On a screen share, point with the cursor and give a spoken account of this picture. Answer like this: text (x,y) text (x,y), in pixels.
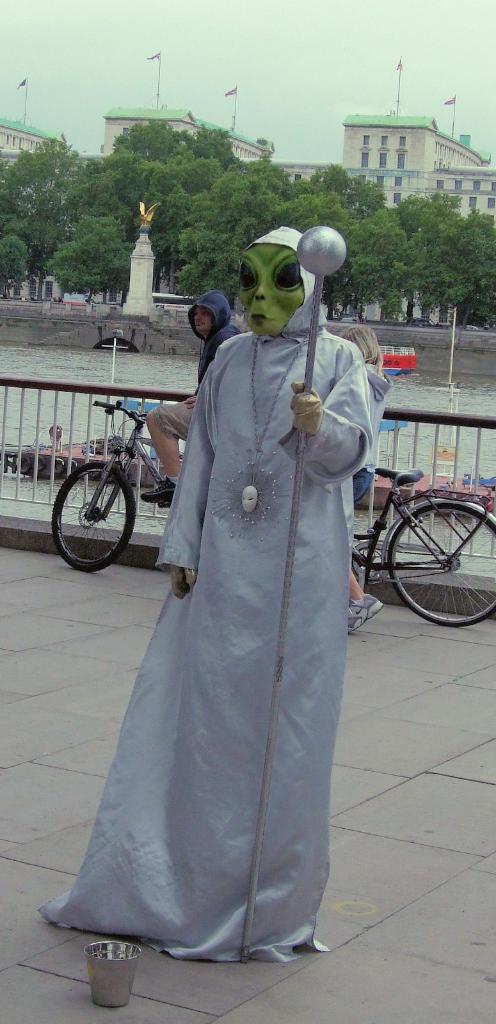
In this picture we can see few people (306,516), in the middle of the image (231,674) we can see a person (244,601) and the person (238,415) wore costumes (213,566), behind the person (265,333) we can see few are sitting near bicycles (468,533), in the background (408,462) we can find metal rods (424,475), trees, flags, buildings (420,192) and boats (388,368) on the water (418,383), at the bottom of the image (120,979) we can see a cup (127,972).
